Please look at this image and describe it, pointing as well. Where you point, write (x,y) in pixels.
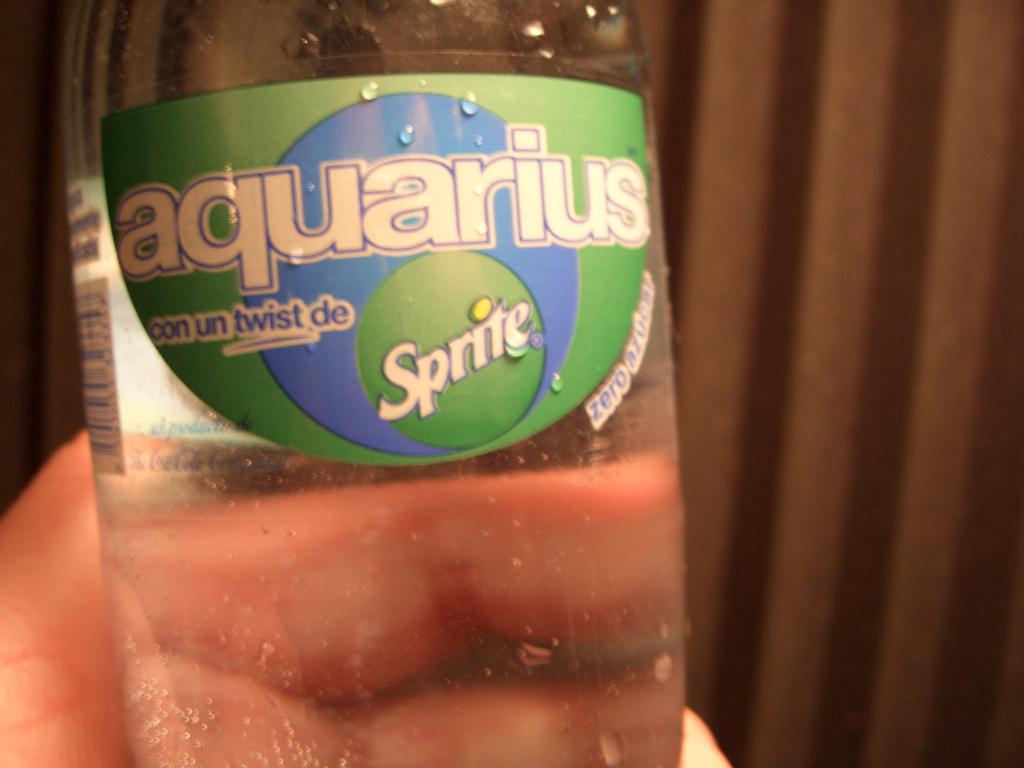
In this image we can see the hand (336,528) of a person (374,547) holding a bottle (556,408) containing some text (250,333) on it. On the backside (851,346) we can see a curtain (889,385).
